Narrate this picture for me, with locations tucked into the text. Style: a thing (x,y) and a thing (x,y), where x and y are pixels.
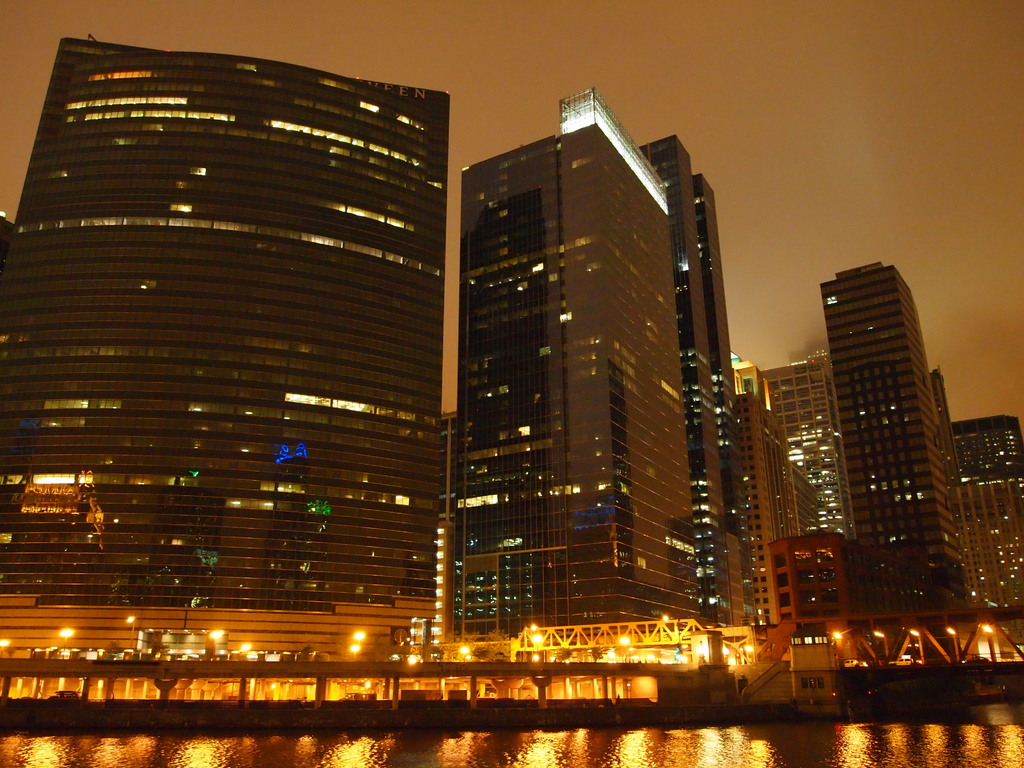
This picture is clicked outside. In the foreground (675,744) we can see a water body (901,746), lights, metal rods (963,634) and the stairs (766,681) and some other items (442,650). In the background (510,29) we can see the sky (617,39), buildings (782,574) and skyscrapers (433,444) and some other items (168,686).
